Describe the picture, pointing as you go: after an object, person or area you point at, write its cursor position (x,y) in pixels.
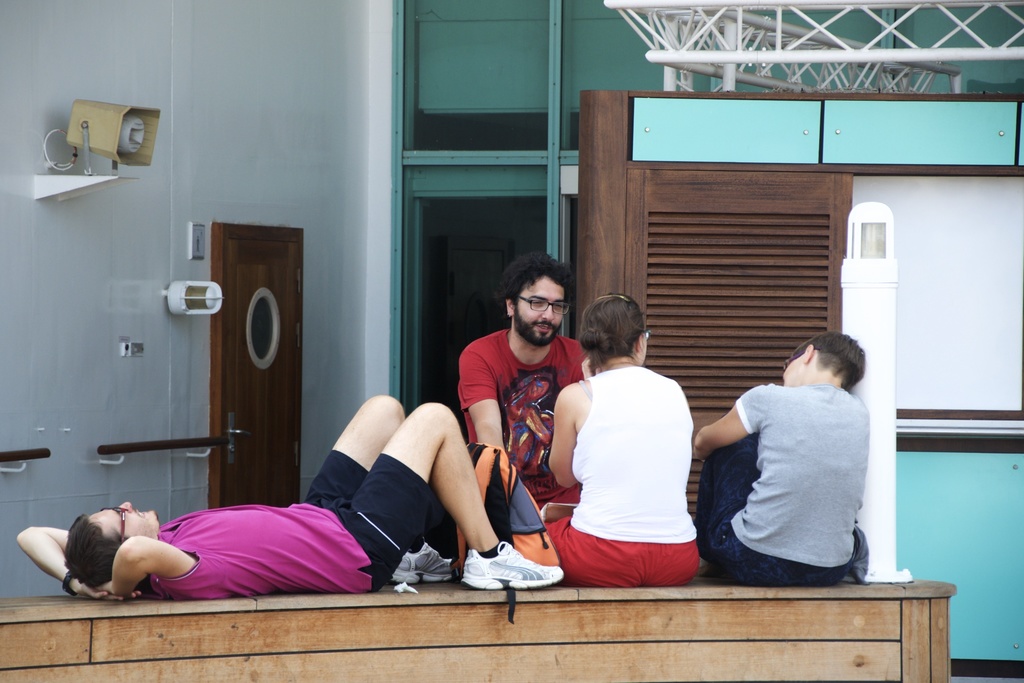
In this image I can see a person (139,537) lying, wearing a pink t shirt (270,556) and black shorts (396,510). 3 people (568,419) are sitting. There is a speaker (93,136) and a door (258,295) on the left (258,295). There is a building (37,215) at the back (245,286).
